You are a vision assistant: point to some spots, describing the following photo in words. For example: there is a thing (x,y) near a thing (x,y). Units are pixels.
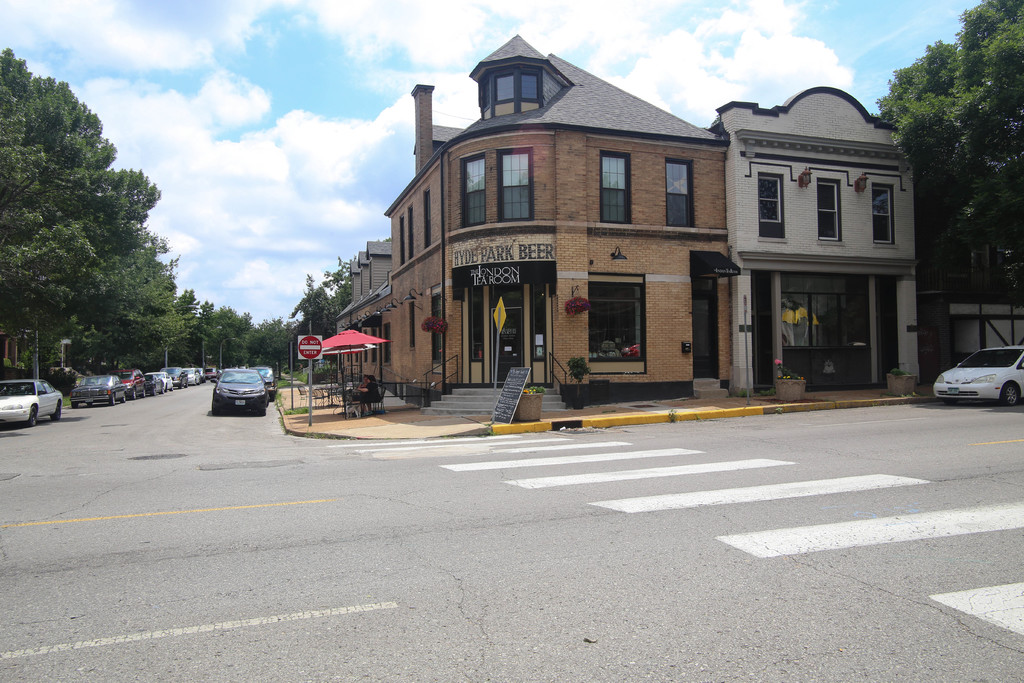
In this image at the center (564,306) there is a building (599,218). In front of the building (345,323) there is a tent (346,339). Under the tent (361,347) people (373,391) were sitting on the chairs (349,397). At the left side of the image (232,407) there are cars (254,373) on the road (223,453). On both right and left side of the image (2,145) there are trees (6,164). There is a signal board (311,402) beside the road (296,449). At the background (309,214) there is sky (258,90).
